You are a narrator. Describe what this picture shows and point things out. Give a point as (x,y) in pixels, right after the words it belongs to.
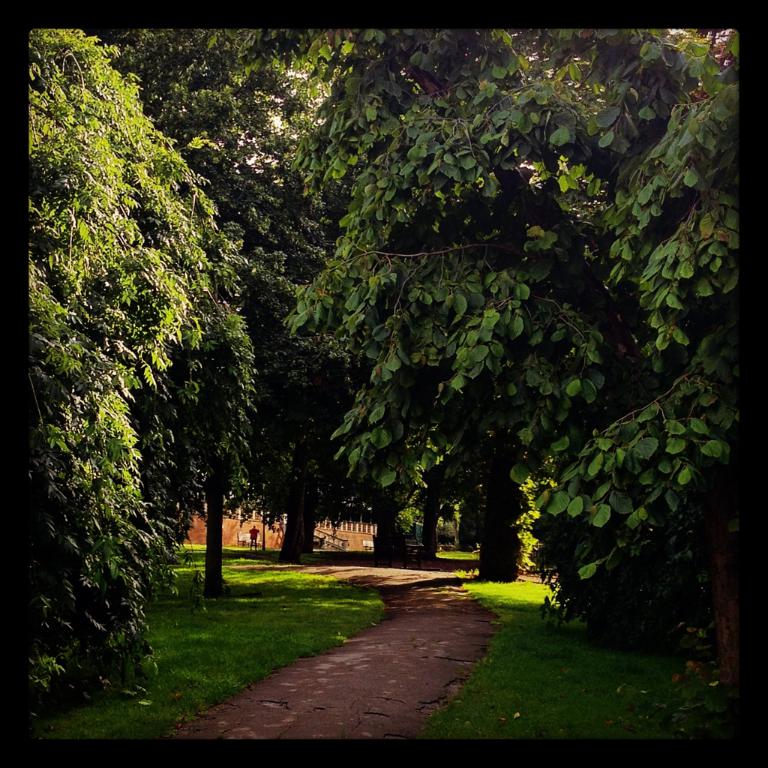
In this picture we can see grass (372,591) and few trees (423,444), in the background (226,532) we can find a building (228,523) and a person (253,538).
